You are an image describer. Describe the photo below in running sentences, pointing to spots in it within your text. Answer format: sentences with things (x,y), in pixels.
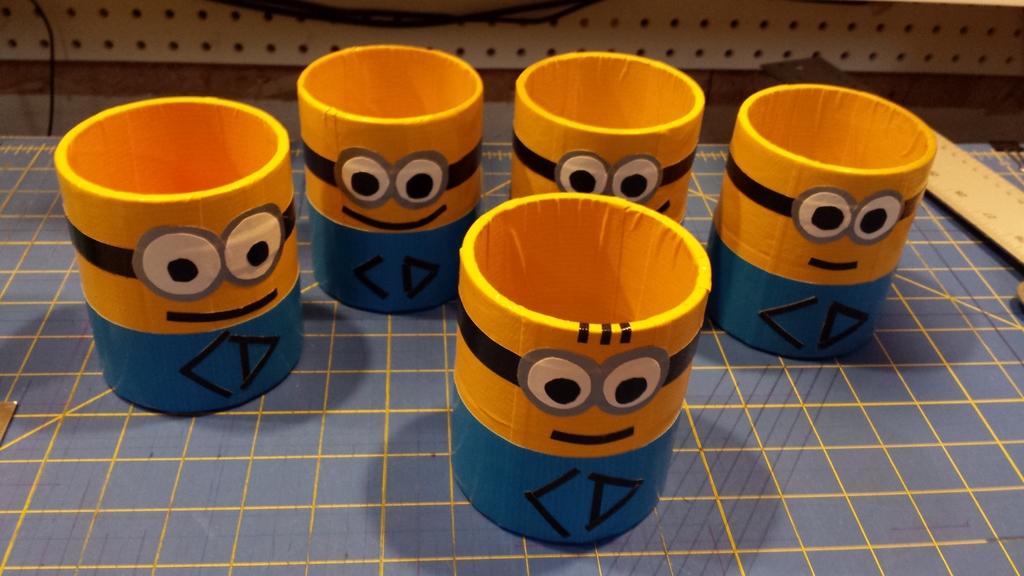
There are five cups (461,206) which are yellow and blue in color.
